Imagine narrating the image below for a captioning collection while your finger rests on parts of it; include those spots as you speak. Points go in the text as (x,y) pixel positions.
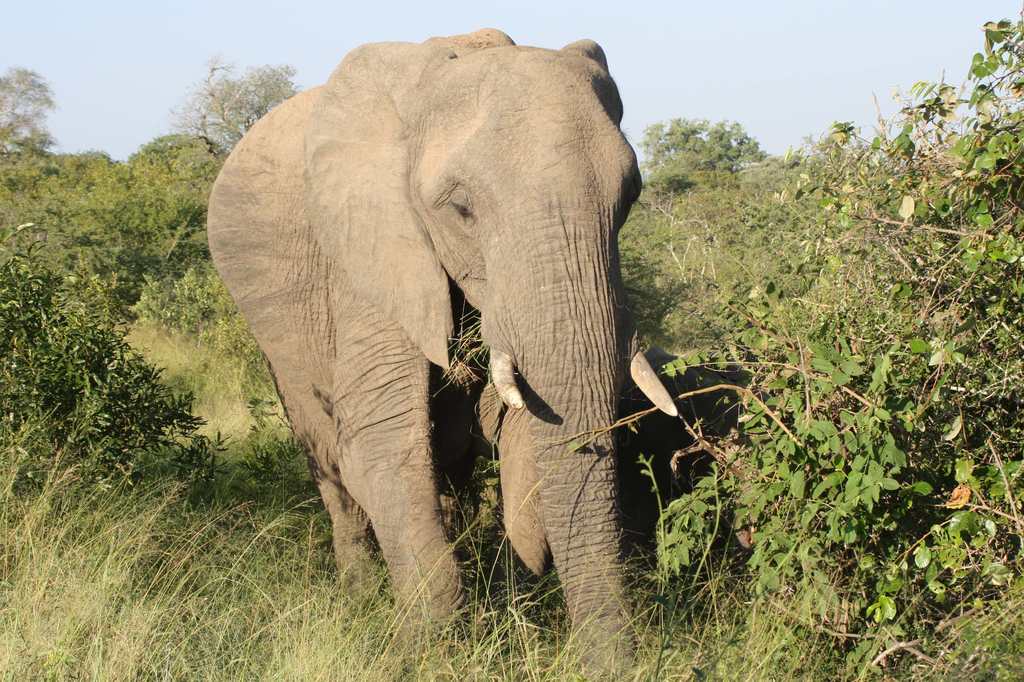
In this image we can see an elephant (424,423) which is walking in the forest (252,549) and at the background of the image (83,208) there are some trees (727,205) and clear sky (754,133).
